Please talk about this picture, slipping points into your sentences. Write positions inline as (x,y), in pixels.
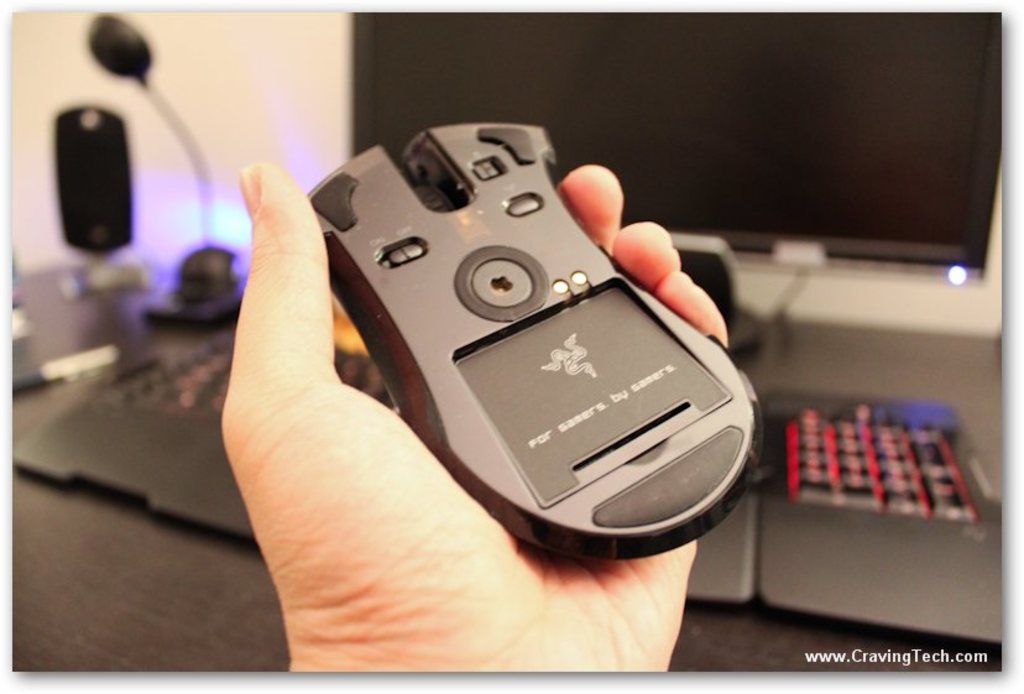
In the center of the image (449,269) there is a mouse (544,482) in a hand (492,551). In the background (347,84) there is a monitor (833,114), keyboard (864,457), light (154,92), speaker (99,198), pen (52,369) and wall (222,54).
